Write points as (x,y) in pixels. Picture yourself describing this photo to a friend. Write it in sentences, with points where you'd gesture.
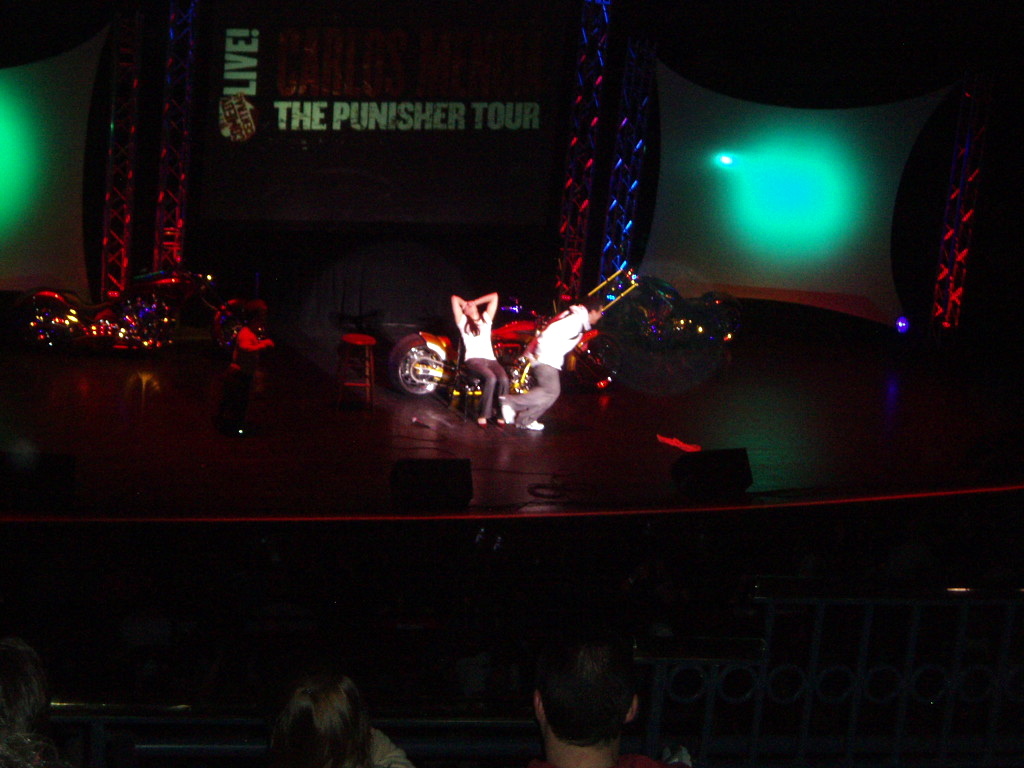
Two people (498,377) are performing on a stage (522,444). There are few bikes (497,341) behind them. There is a screen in the background (516,228). There are some people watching the show.
